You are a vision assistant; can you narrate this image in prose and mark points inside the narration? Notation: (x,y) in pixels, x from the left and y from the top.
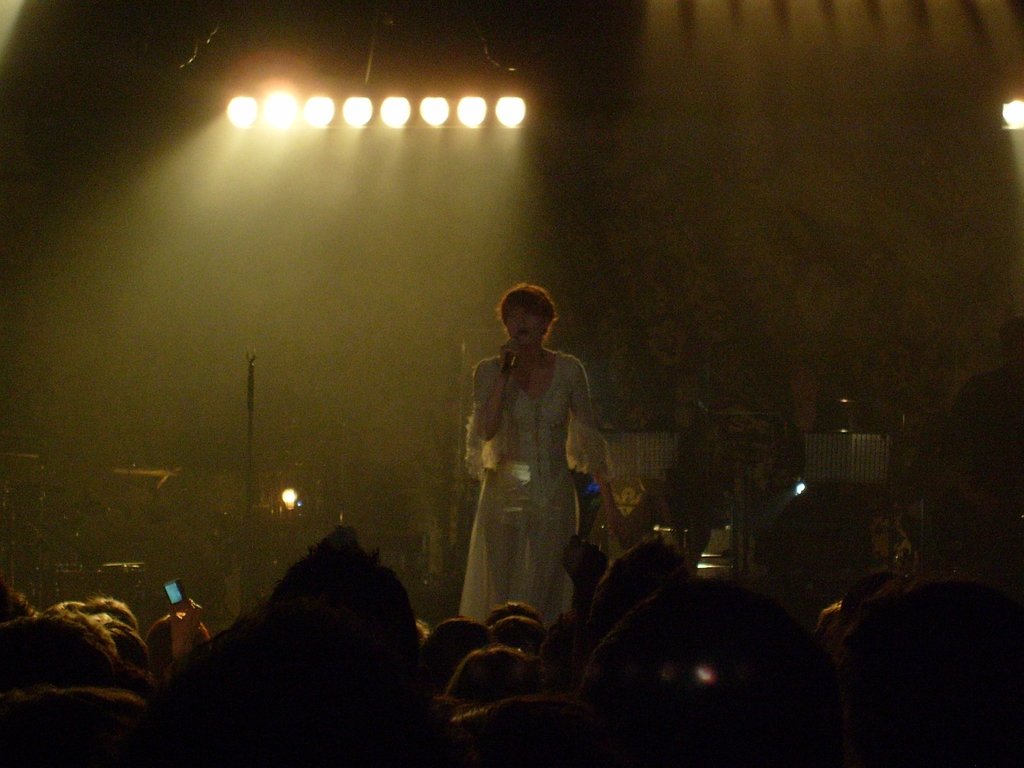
In this image, I can see a woman (545,468) holding a mike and standing. In front of the woman (553,480), I can see the heads (52,691) of the people (443,681). In the background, there are focus lights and few other objects (828,489).
